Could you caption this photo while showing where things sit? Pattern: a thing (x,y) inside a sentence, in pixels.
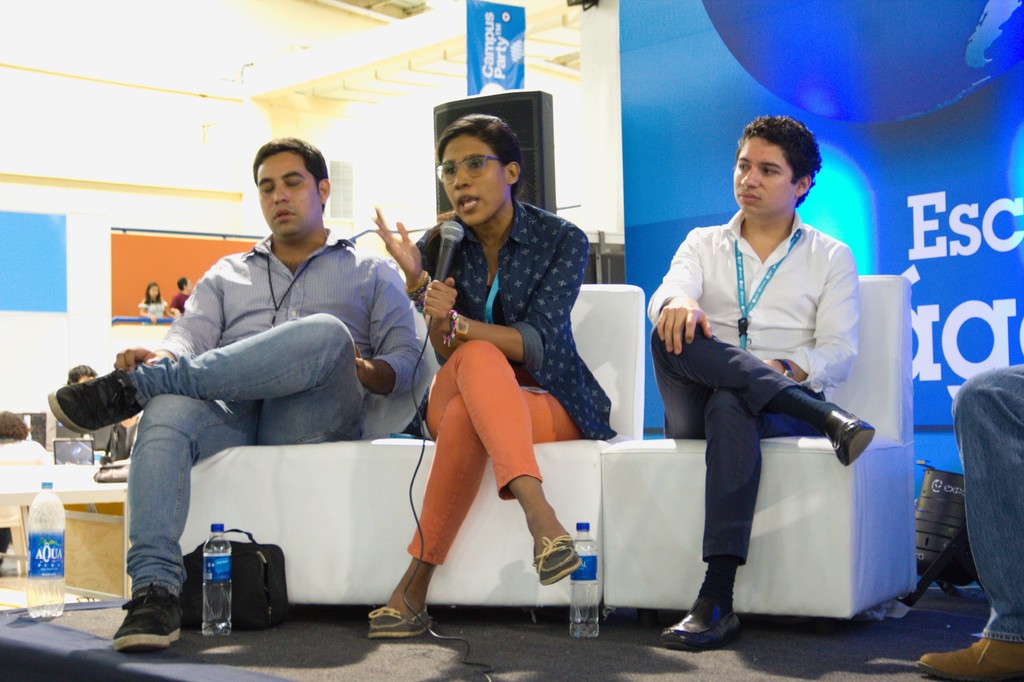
In this image there are three persons (728,356) sitting on chairs (767,447), one person (442,444) is holding a mic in her hand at the bottom (277,590) there are bottles (216,601) and box (254,614), on the right side (971,450) there is a leg (989,376), in the background (1007,283) there is a poster (919,155) on that poster (943,212) there is some text (975,239).
